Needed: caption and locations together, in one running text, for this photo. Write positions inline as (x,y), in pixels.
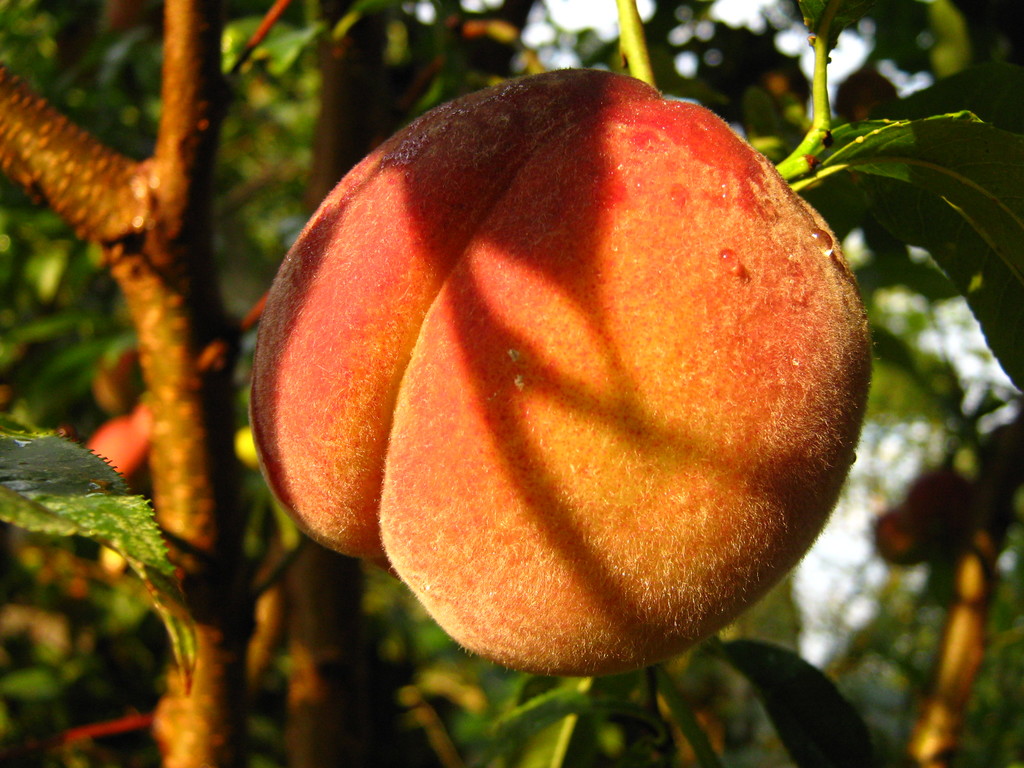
In the center of the picture (488,379) there is a fruit (471,336). In the background (120,215) there are stems (156,333) and leaves (266,748) of the tree (981,310). It is sunny. The background (508,749) is blurred.
